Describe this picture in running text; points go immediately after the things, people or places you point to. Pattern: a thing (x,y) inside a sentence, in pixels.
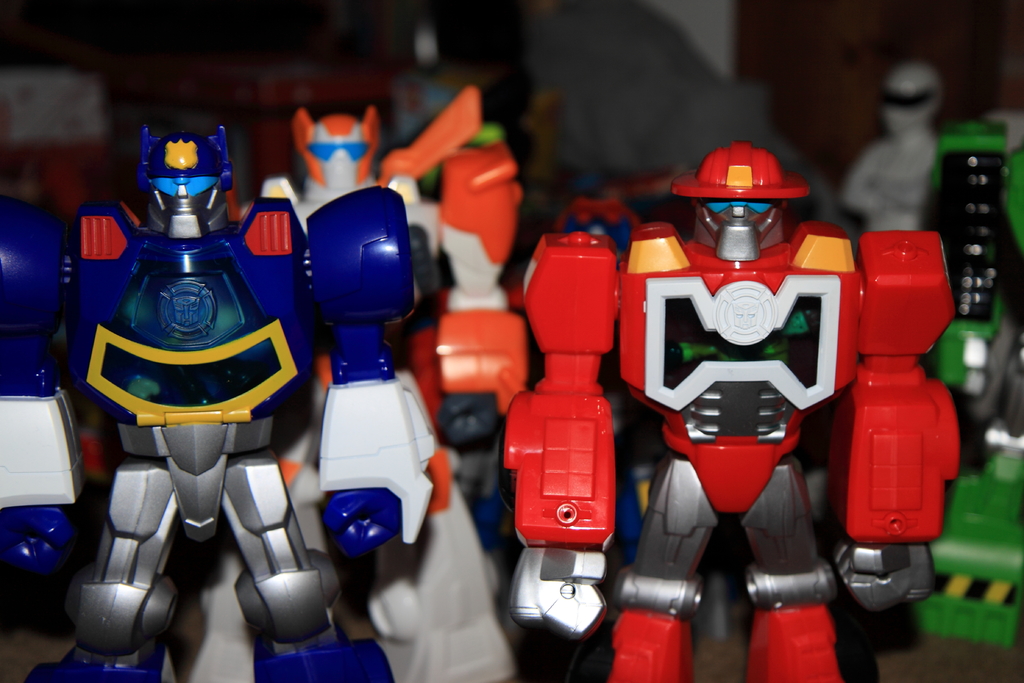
In this image, I can see the robot toys (650,224) with different colors. The background (111,55) looks blurry.
